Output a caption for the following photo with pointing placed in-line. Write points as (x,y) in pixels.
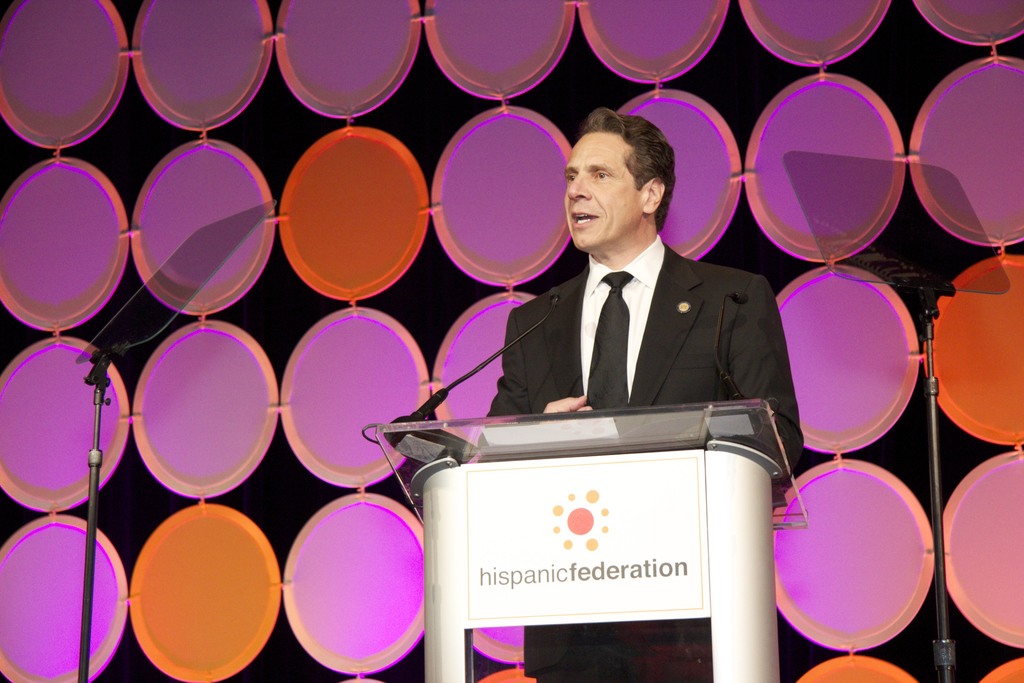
In this picture we can see a person (557,335) standing in front of a podium (467,538). There is some text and art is visible on a podium (485,582). We can see a few microphones (441,390) and a glass object (413,442) on this podium (703,657). There are glass objects (835,226) and stands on the right (859,190) and left side of the image (115,327). We can see a few colorful lights (819,488) in the background (819,488).
